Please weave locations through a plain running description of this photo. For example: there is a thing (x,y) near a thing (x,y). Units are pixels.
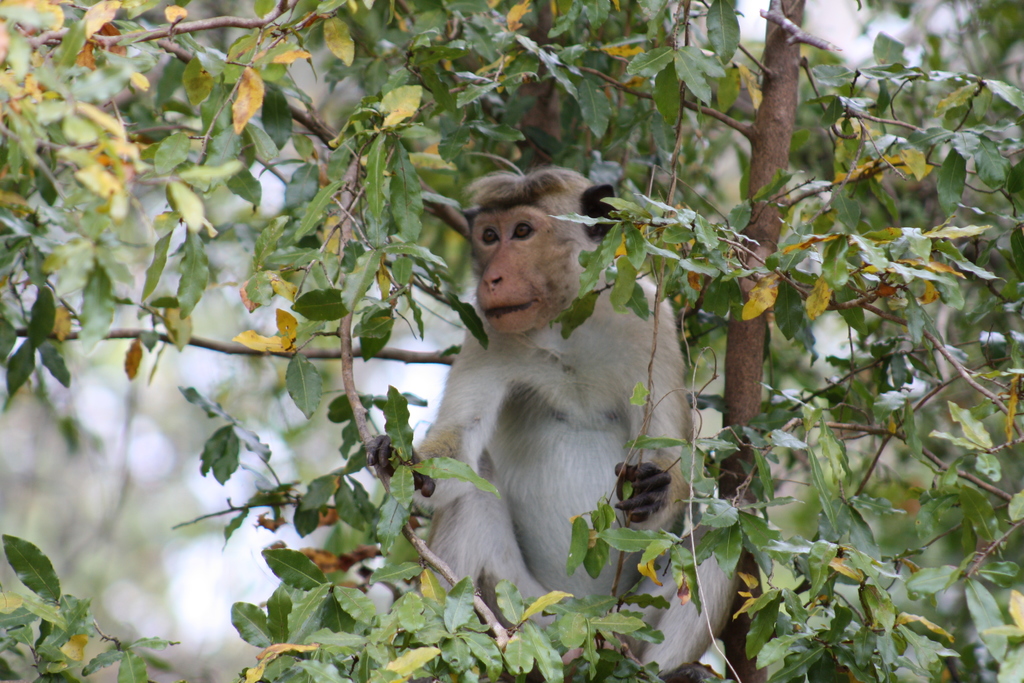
In this image we can see a monkey (494,373) on the tree (324,607) and the background (211,308) is blurred.
